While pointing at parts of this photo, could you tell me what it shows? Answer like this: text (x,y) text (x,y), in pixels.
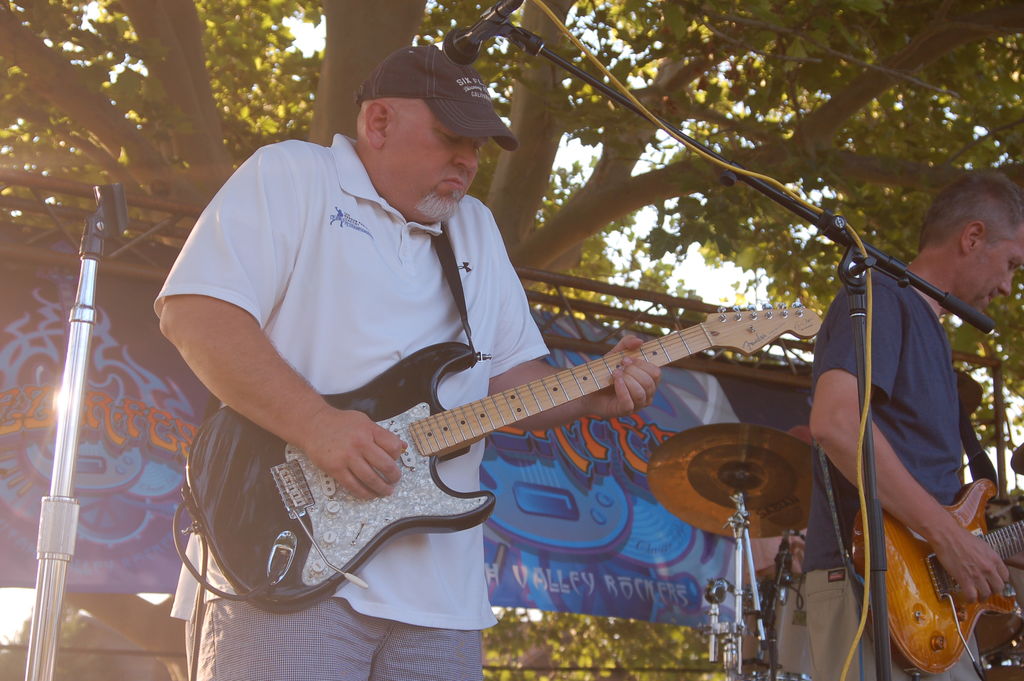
In this image there is a man (256,364) standing and playing guitar (744,335), another man (973,674) standing and playing guitar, and at the background (749,384) there is banner (551,447), cymbal stand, tree (871,54), cables (856,644).
